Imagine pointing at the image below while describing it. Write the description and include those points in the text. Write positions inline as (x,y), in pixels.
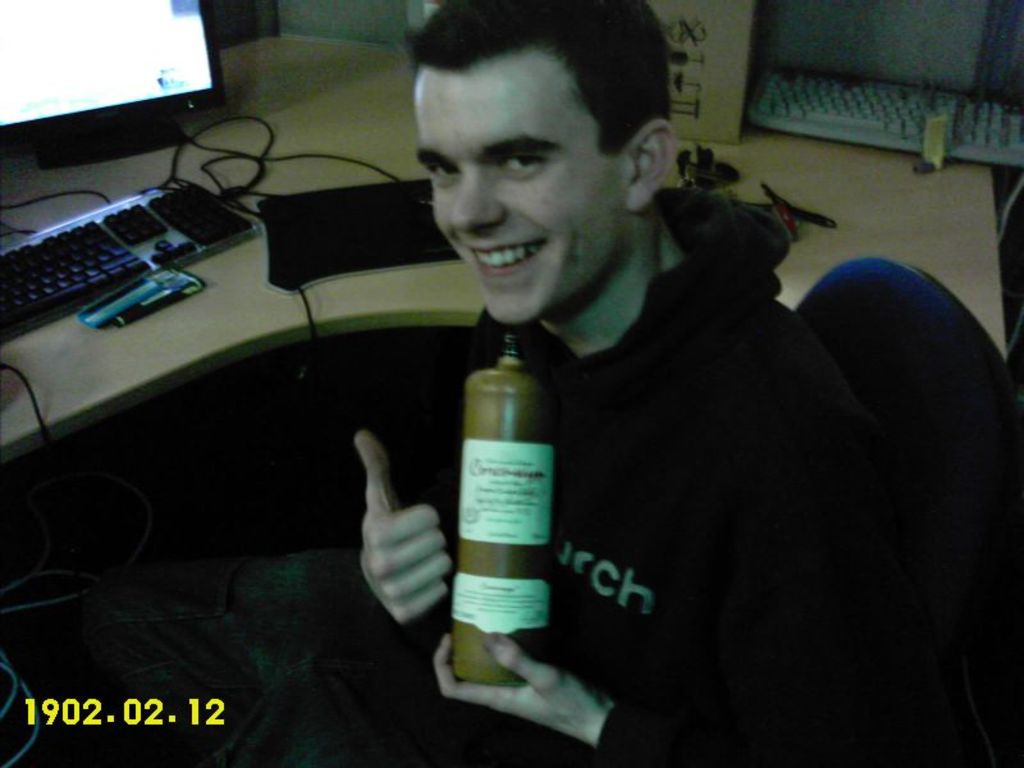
This picture shows a man (510,308) seated on the chair (857,380) and holding a bottle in his hand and we see a computer (57,11) on the table (427,276).
